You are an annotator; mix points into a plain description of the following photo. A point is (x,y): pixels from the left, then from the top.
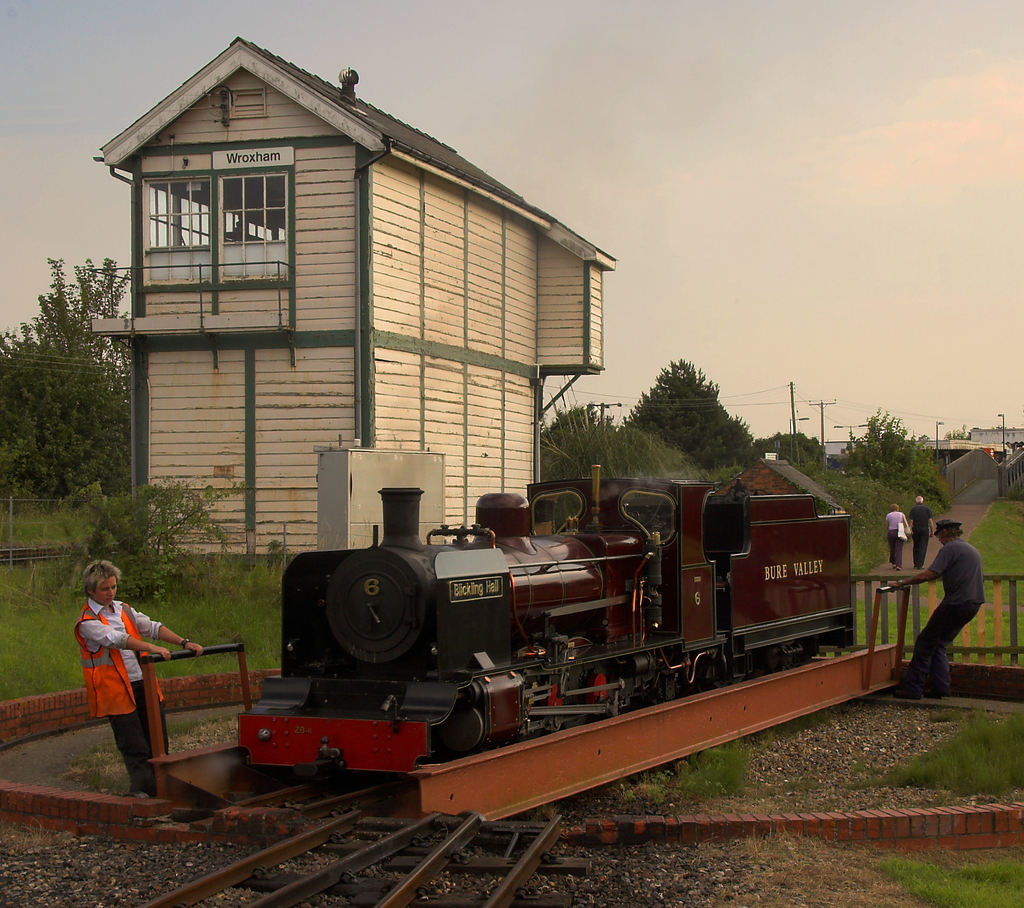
In the picture I can see a steam engine (503,605) on the railway track (315,810). There is a man (93,578) on the left side (111,606) wearing a safety jacket (88,610). I can see another man (950,538) on the right side (946,569). I can see two persons (917,515) walking on the road (930,544). I can see a house (432,337) on the left side (266,259). In the background (873,435), I can see the houses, electric poles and trees (889,443). There are clouds (759,80) in the sky (640,381).
